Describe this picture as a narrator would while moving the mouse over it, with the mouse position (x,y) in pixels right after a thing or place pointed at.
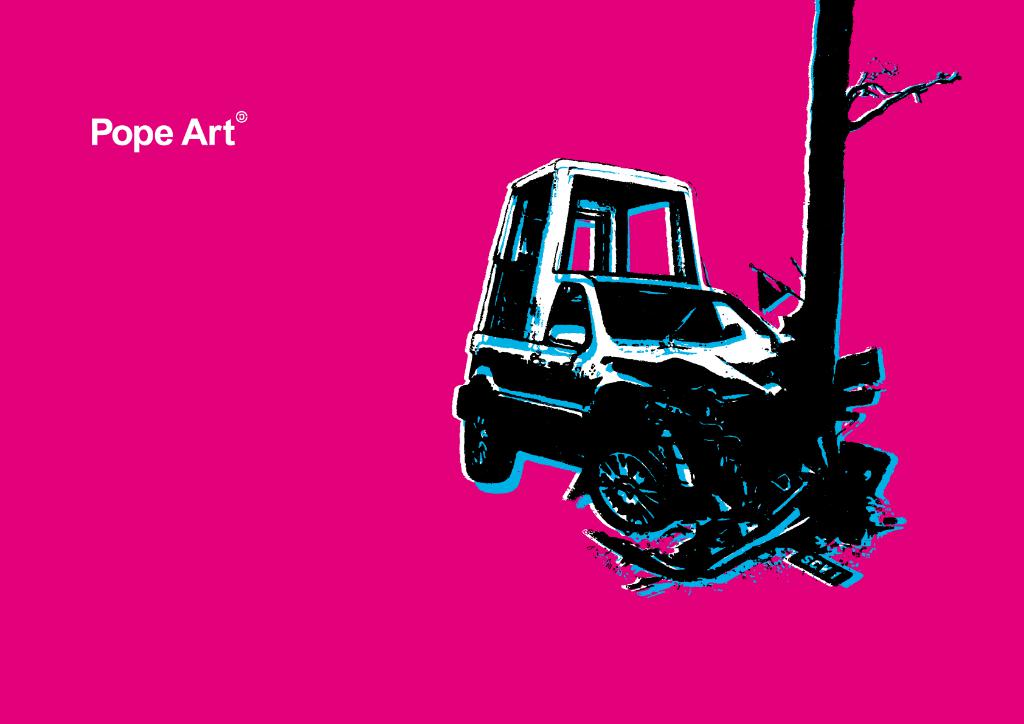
In this image we can see the poster (463,221). And we can see a vehicle (643,175) met with an accident. And we can see some text (159,140) on it.
